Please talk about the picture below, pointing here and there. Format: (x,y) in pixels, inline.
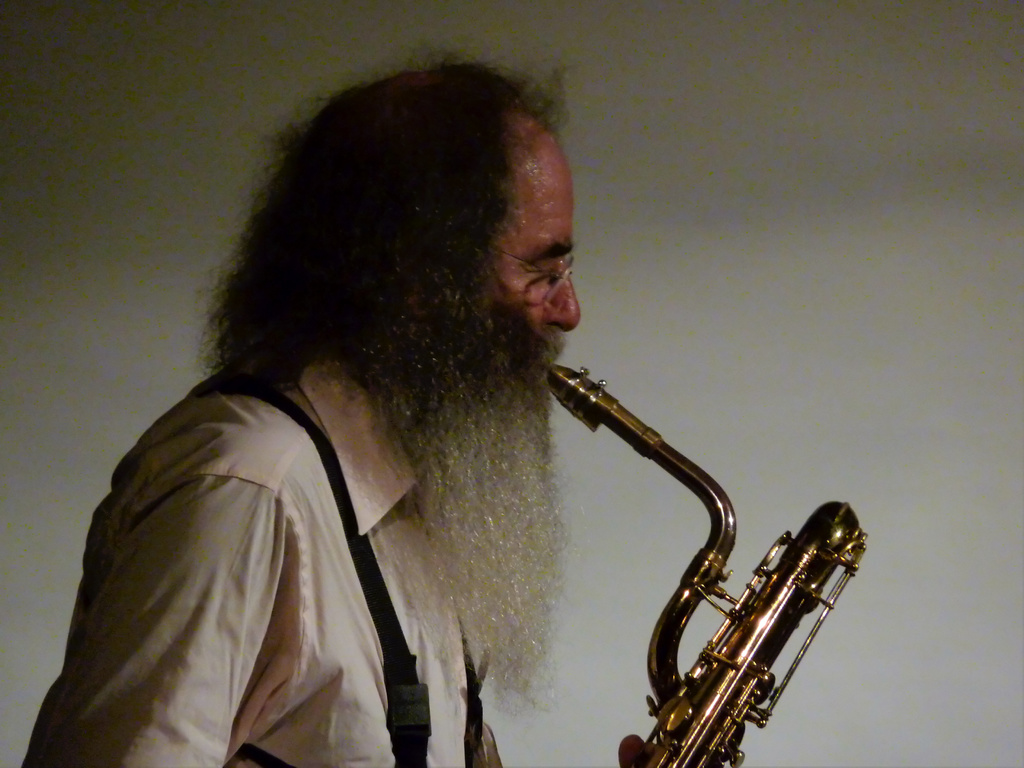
In this picture we can see a person (409,620), here we can see a saxophone (715,521) and we can see a wall (751,526) in the background (760,539).
